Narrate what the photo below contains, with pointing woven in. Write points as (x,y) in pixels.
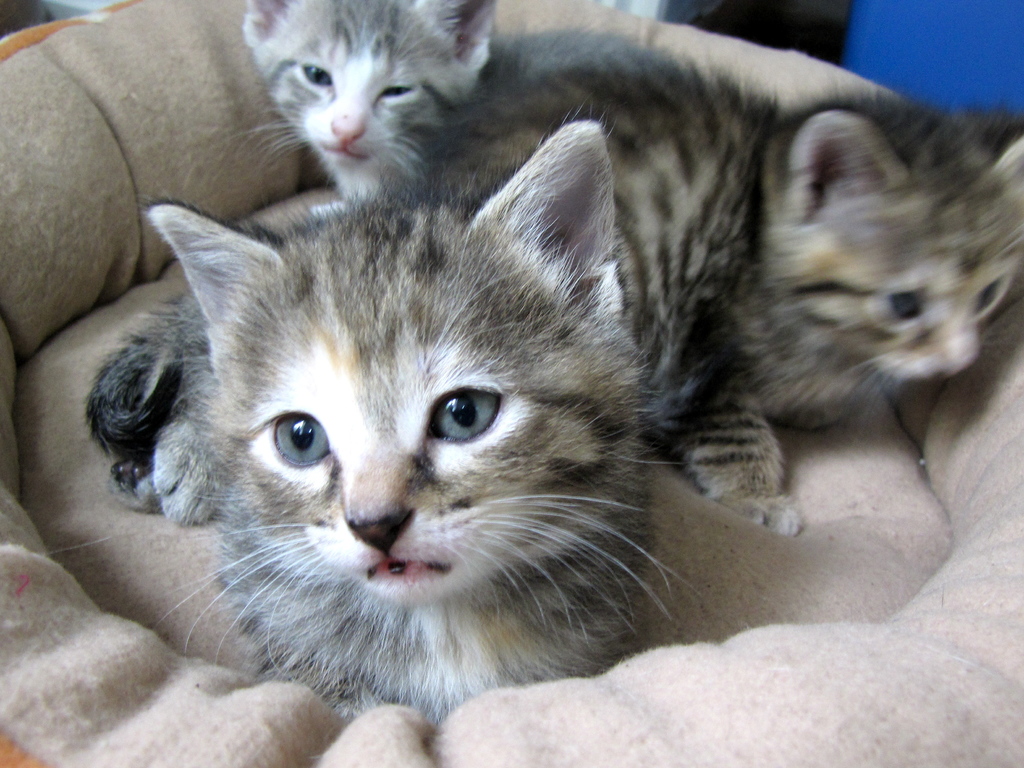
In this image we can see three cats (352,341) on a pet bed (535,23).
